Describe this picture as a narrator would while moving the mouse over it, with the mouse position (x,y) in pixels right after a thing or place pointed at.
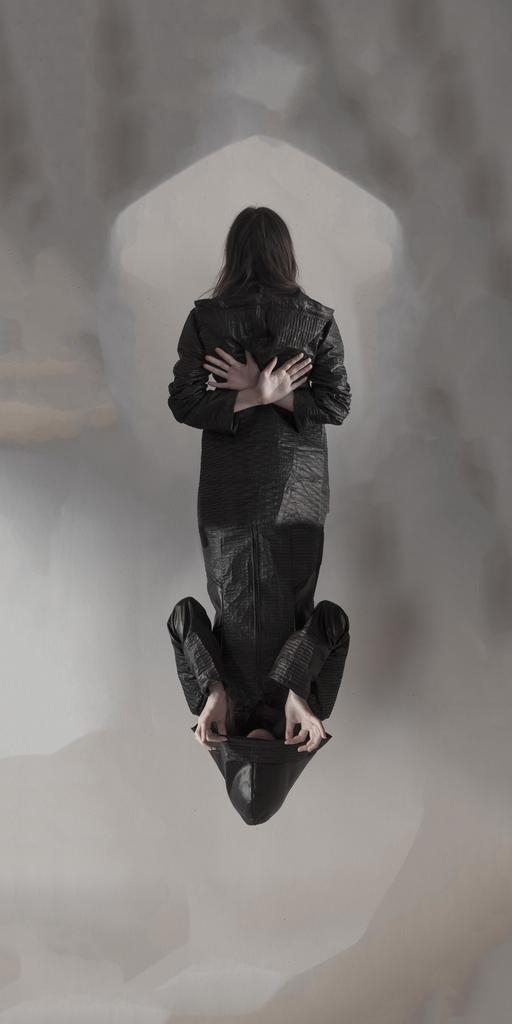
Here we can see a graphical image, in this picture we can see two persons (268,476).
